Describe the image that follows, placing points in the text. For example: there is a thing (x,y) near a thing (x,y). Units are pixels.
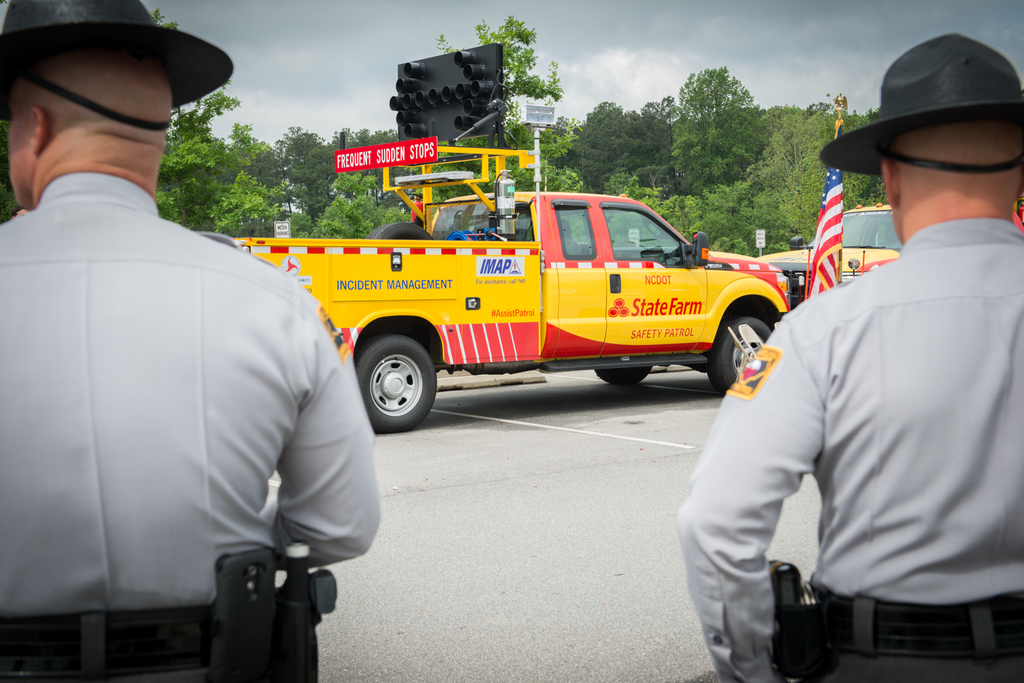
In this picture we can see 2 people (53,444) wearing hats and standing on the road (417,615). We can also see yellow, red vehicles (544,317) on the road (432,615) surrounded by trees (313,156). The sky (380,121) is cloudy.
